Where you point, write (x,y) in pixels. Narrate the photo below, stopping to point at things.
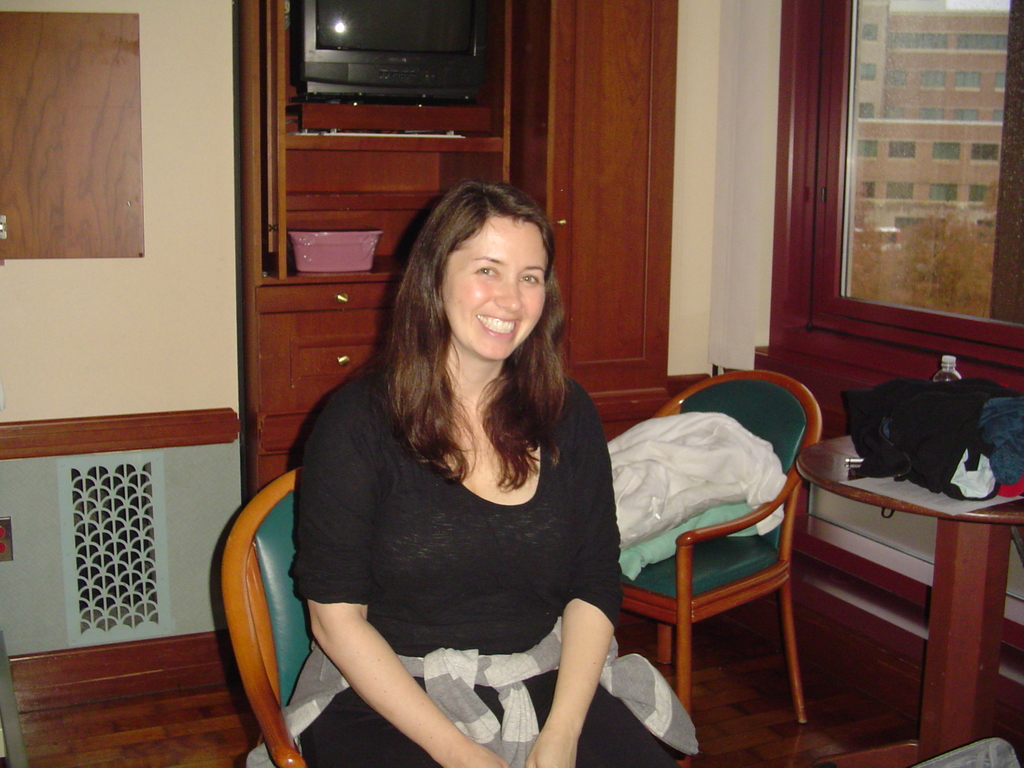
In this picture we can see woman (406,465) smiling and sitting on chair (295,643) in the background (324,280) we can see basket (334,246), television (416,24), racks (298,359), wall (148,300) on chair (682,537) we have some items (678,459) and on table (835,488) we can see some clothes (902,419), bottle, paper (909,491) and from window (896,120) we can see buildings (924,204), trees (927,255).
